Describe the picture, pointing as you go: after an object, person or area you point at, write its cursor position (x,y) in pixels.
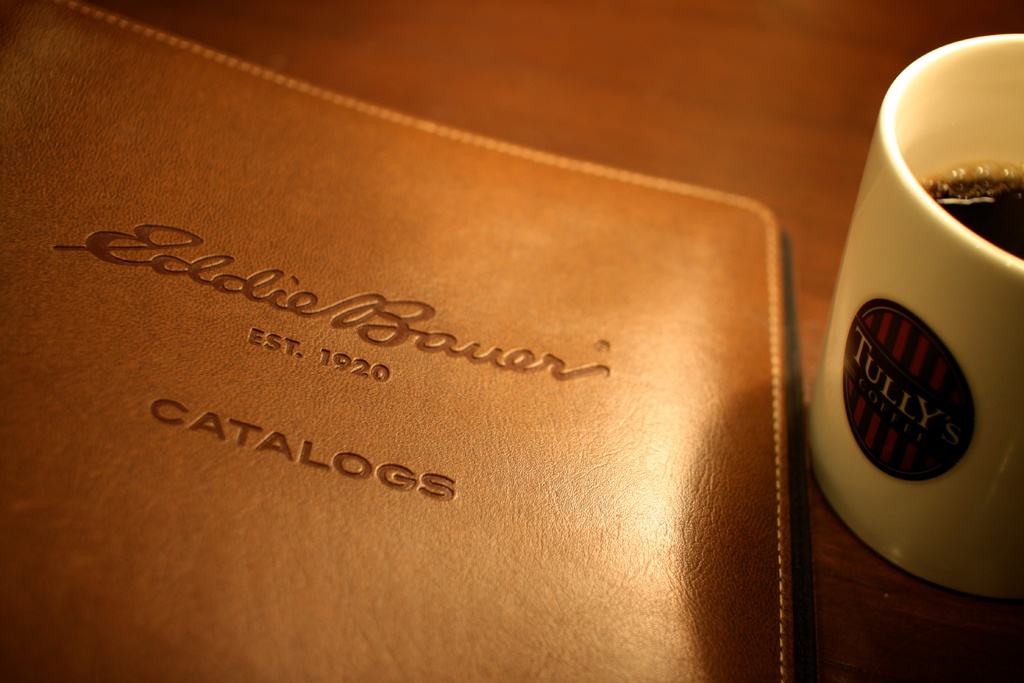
On the table (958,16) I can see the cup (978,485) and file (502,251). In the cup (953,164) I can see the black coffee (1004,208).
